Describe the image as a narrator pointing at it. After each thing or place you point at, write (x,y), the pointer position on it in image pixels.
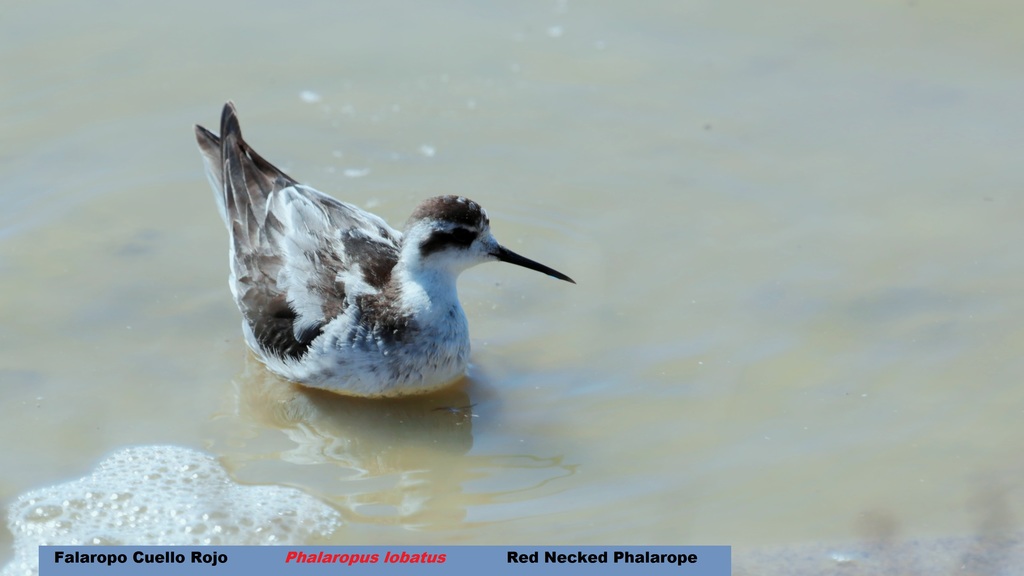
In this picture there is a bird (337,253) in the water (354,399). At the bottom (164,547) there is text (356,562).
